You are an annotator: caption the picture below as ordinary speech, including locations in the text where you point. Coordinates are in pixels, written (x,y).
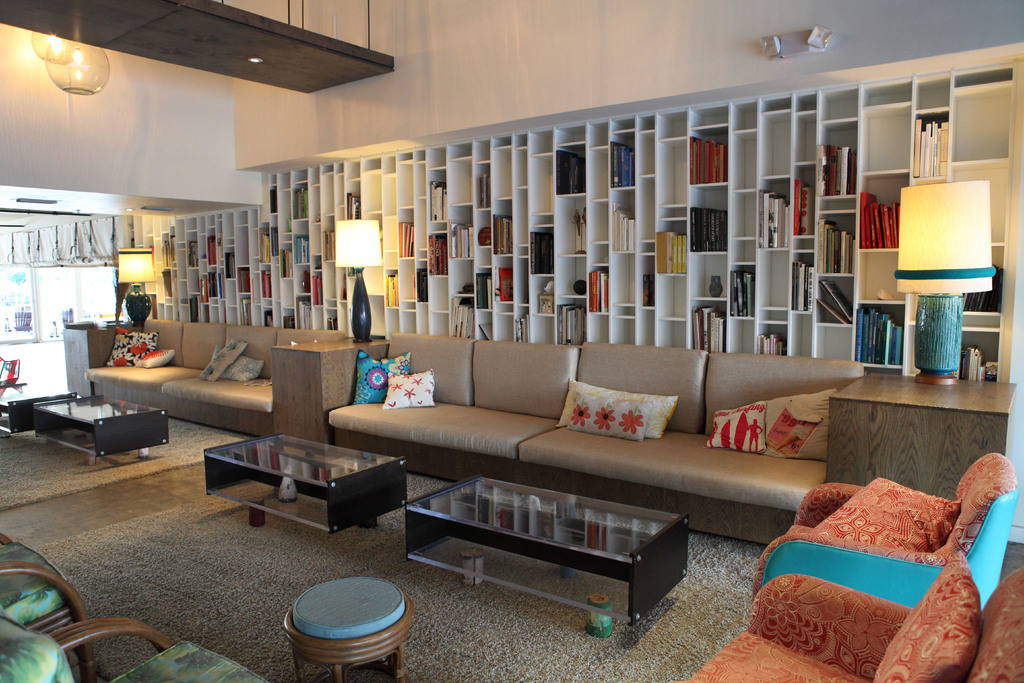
This is the picture inside of the room (238,319). There are sofas (660,376) at the back (386,386) and there are pillows (652,407) on the sofa (688,409) and there are two tables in the middle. At the back (780,143) there are books (726,233) inside the cupboard (543,227) and there are three lamps (363,288). At the top (106,65) there are lights (106,65), at bottom (112,468) there are mats (80,474) and there is a stool (358,579) in the middle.
